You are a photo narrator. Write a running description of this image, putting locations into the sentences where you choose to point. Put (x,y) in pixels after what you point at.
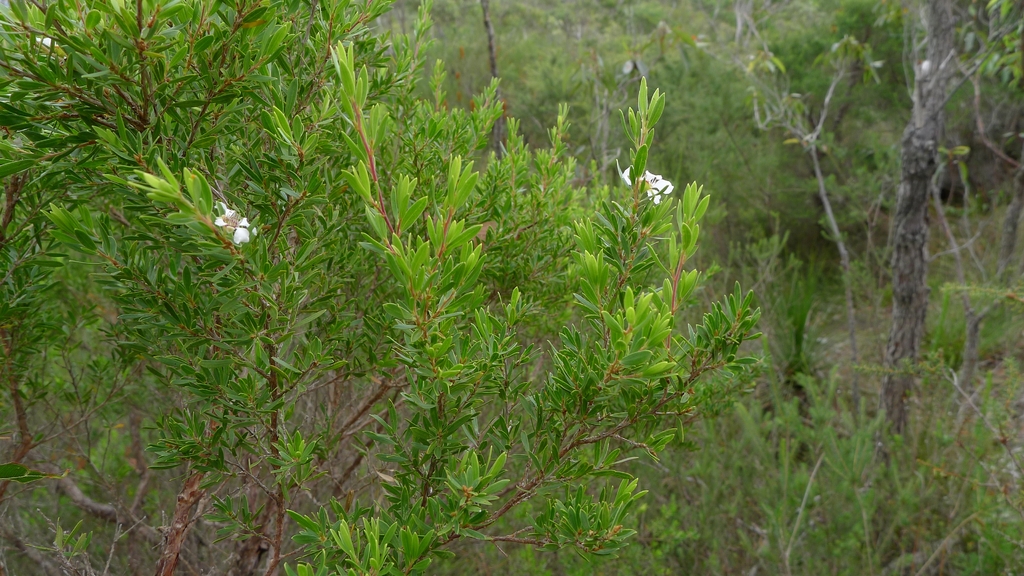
In this image I can see many plants (472,357) and trees (811,59). And there are the white color flowers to the plant (478,266).
